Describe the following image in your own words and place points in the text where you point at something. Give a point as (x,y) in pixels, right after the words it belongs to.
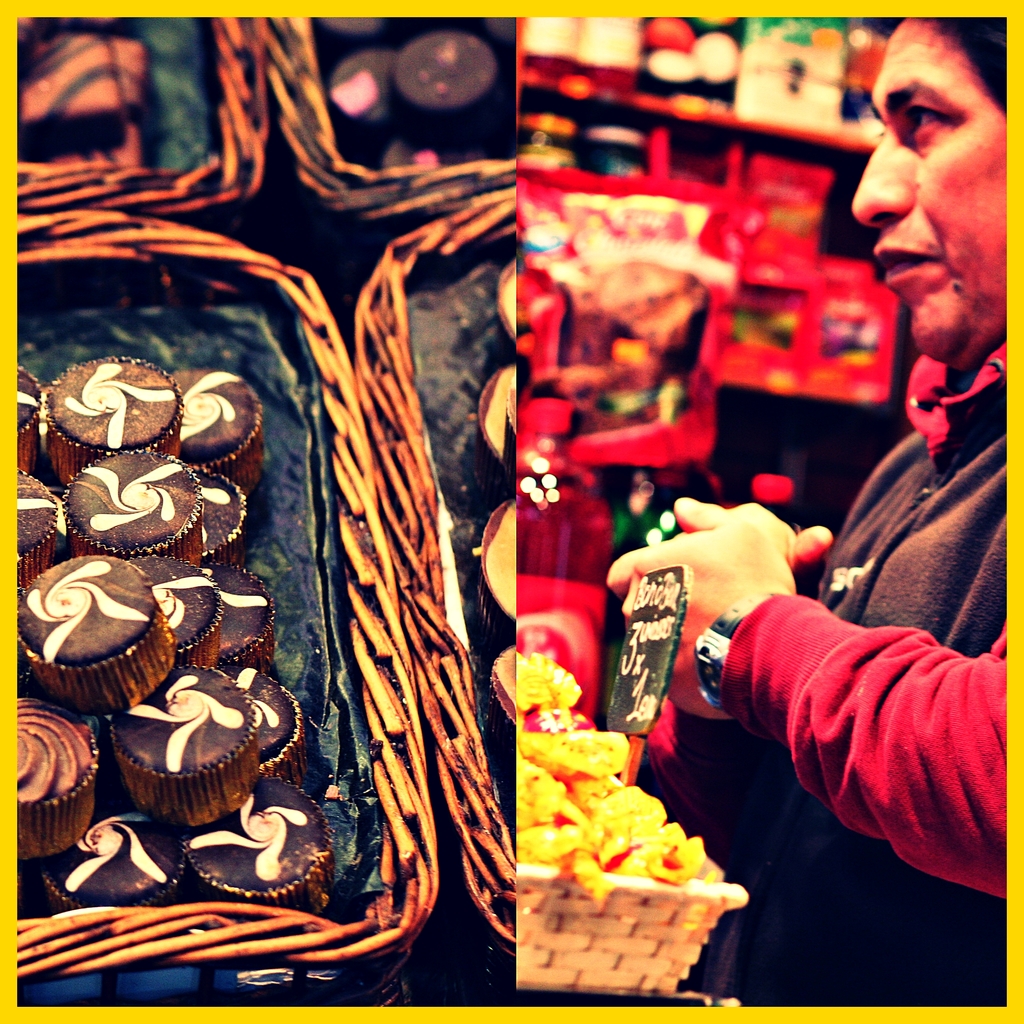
In this image we can see a collage of pictures. On the right side of the image (889,530) we can see a person (970,376) standing. On the left side of the image (335,41) we can see baskets (443,176) containing food (169,416) are placed on the surface (447,874). In the background (550,628), we can see some bottles (609,73), boxes (845,345) placed on the racks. In the foreground of the image (651,676) we can see a board (643,690) with some text (629,695).
